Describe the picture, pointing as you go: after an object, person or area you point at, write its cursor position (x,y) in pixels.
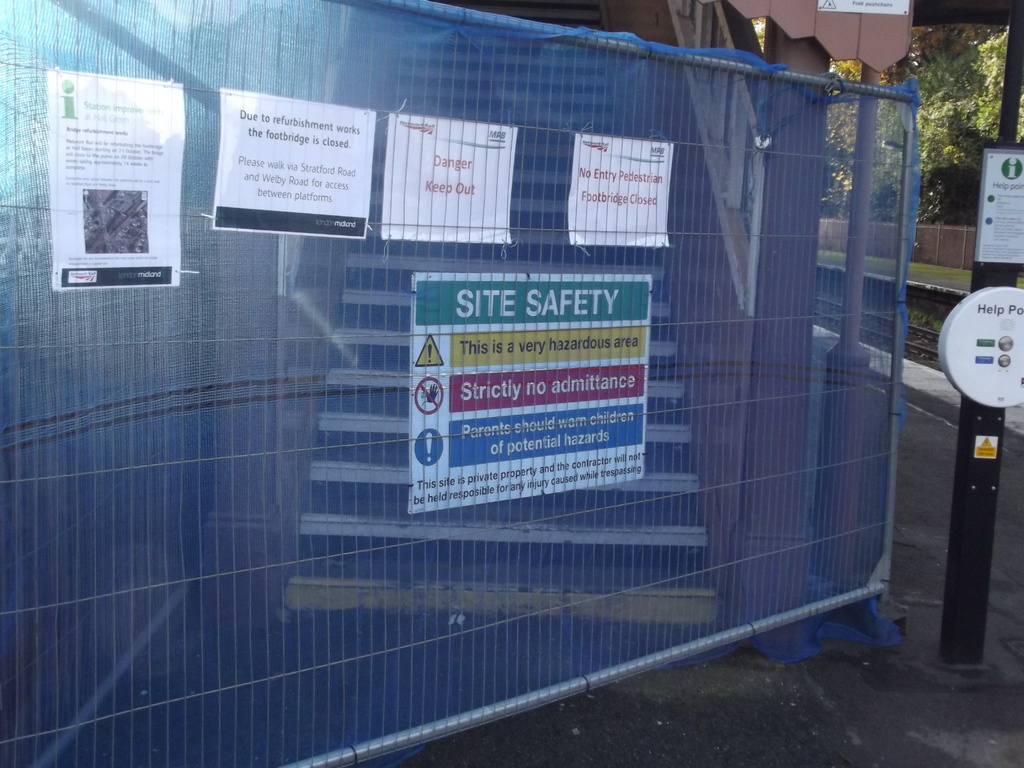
In this picture I am able to see a metal grill (555,229) which is covered with a blue colored sheet (702,53). This is to cover the steps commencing from here and this blue grill (573,137) is written with a site safety board (516,494) and there are some papers (217,206) stick to the grill (356,98) which are mentioned as 'Danger Keep out' and on the sign board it is mentioned as 'This is very hazardous area strictly no admittance', 'Parents should warn children of potential hazards' and there is a pole (1011,114) besides this grill (408,294) the pole (1007,124) is having two sign boards (992,149) and I can see some trees (935,69) in top right corner (940,68).
